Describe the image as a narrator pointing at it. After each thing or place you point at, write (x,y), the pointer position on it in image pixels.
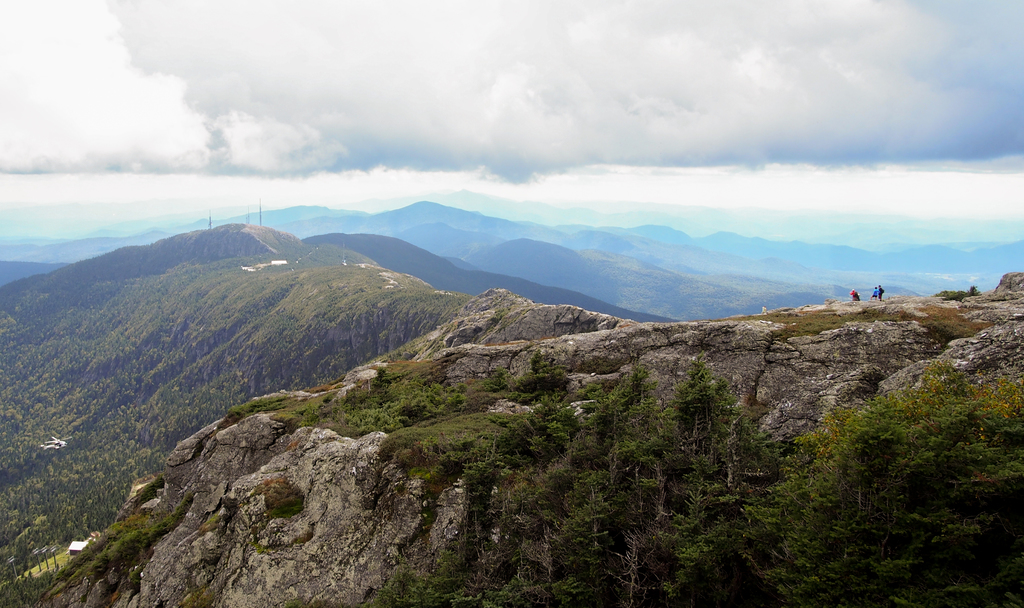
In this picture there are people (851,291) and we can see hills (851,329), trees (550,449) and grass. In the background of the image (553,89) we can see the sky (557,114) with clouds (557,114).
